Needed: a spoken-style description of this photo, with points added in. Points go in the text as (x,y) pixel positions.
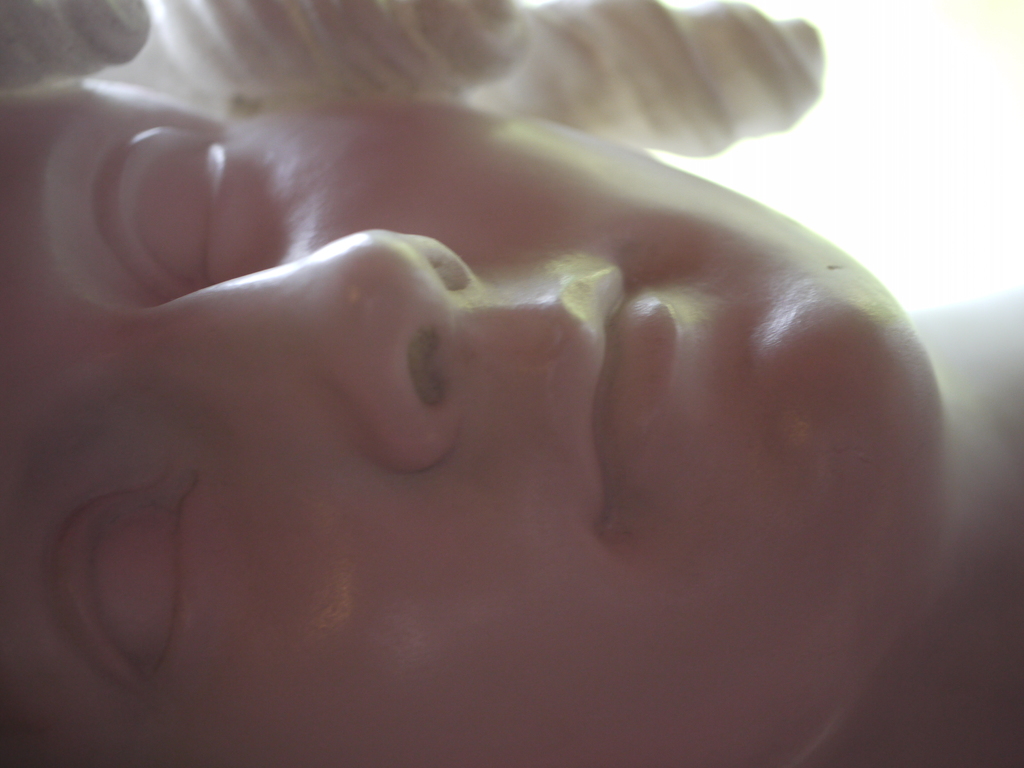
In the picture I can see statue (455,336) of woman's face (301,357).
